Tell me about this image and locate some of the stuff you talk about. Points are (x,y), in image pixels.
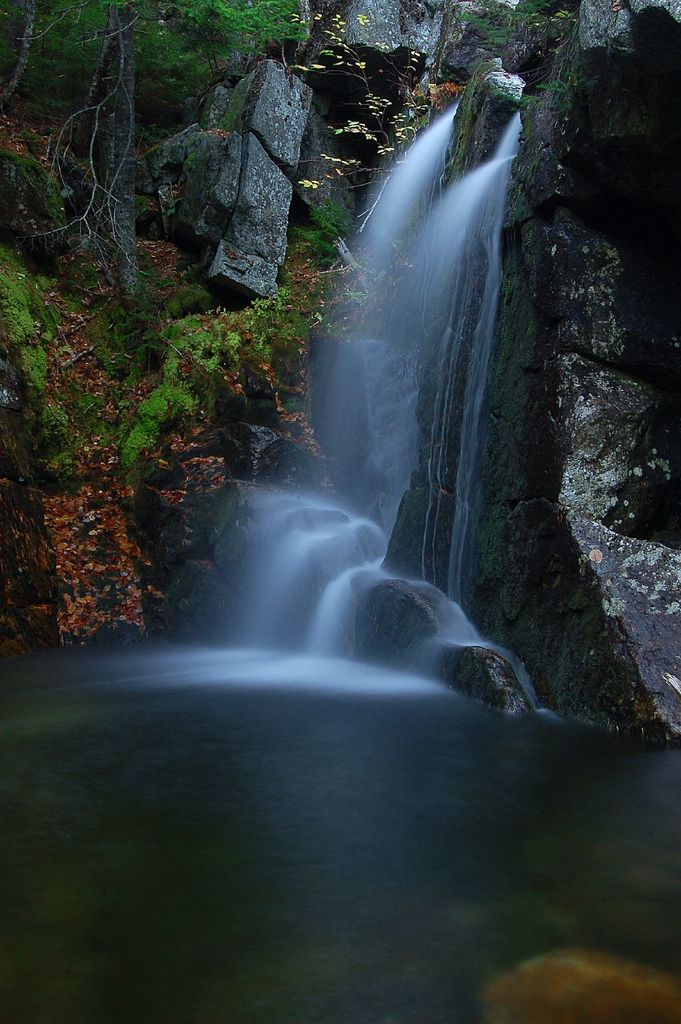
In this image I can see few trees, waterfall (505,165) and black color rock mountain (584,141).
